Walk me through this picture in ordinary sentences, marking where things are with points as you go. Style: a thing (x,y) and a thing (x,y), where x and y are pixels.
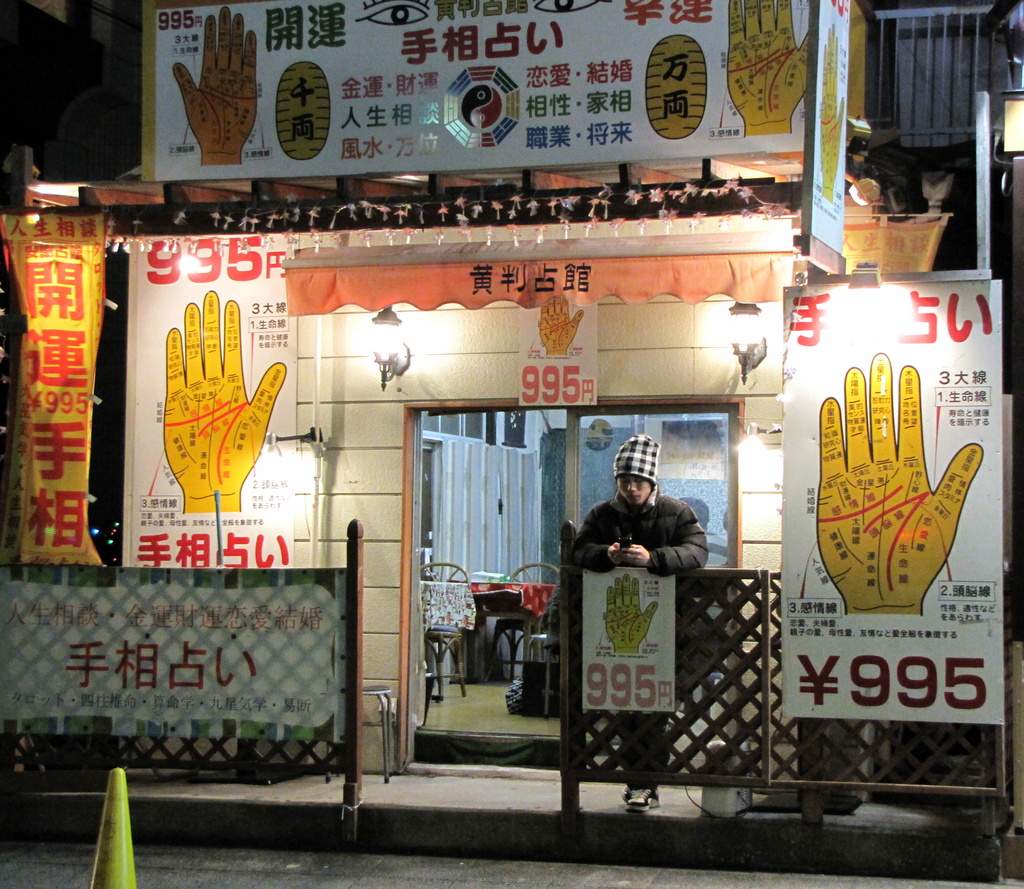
In this image there is a road (356,875), in the background (176,786) there is a shop (754,270), for that shop (291,367) there are poster (576,64), on that posters (861,613) there is some text (810,666) and a person (596,559) is standing in front of a shop (724,610).
